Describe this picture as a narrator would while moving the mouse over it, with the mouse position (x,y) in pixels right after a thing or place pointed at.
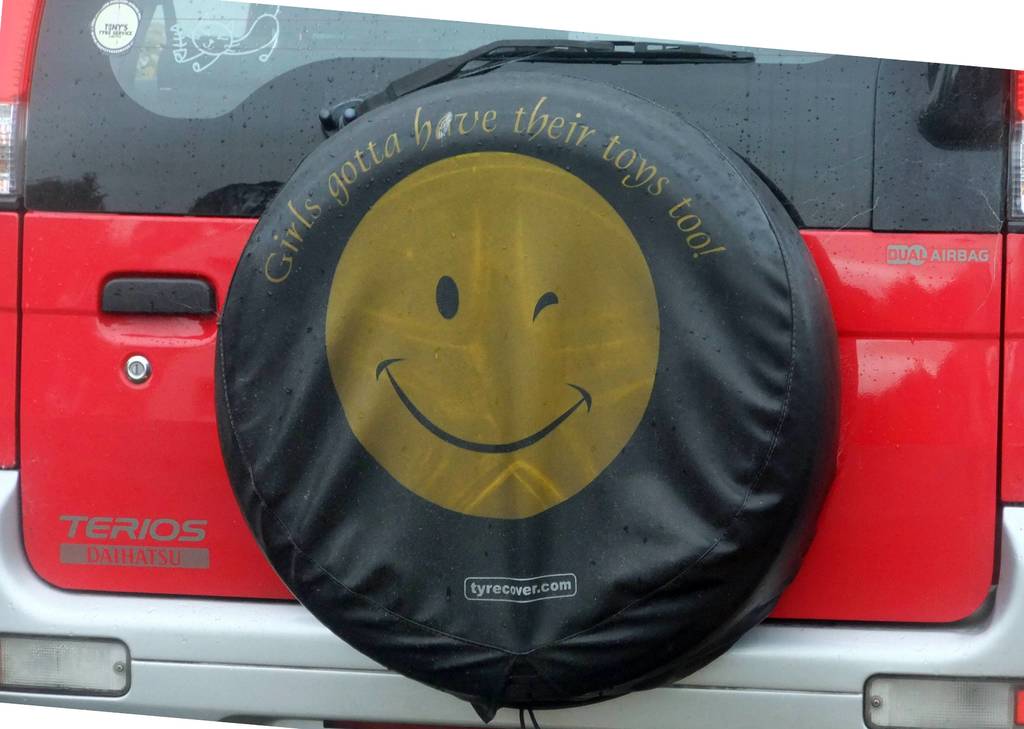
In this picture I can see there is a red color car (860,707) and there is a circular object (489,339) placed here and there is a symbol (566,477) on it. The door (146,312) has a handle (135,303) and there is a glass wiper (385,94).
